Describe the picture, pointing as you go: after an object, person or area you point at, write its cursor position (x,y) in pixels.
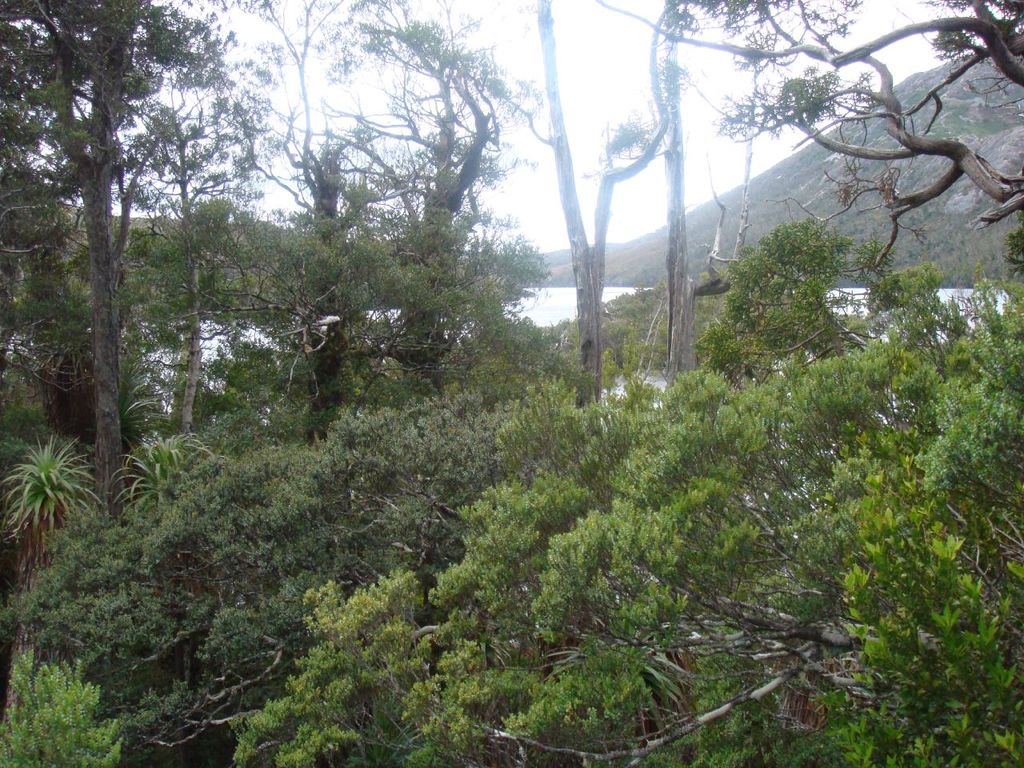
In the image we can see some trees (623,12) and hills (991,134) and water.
